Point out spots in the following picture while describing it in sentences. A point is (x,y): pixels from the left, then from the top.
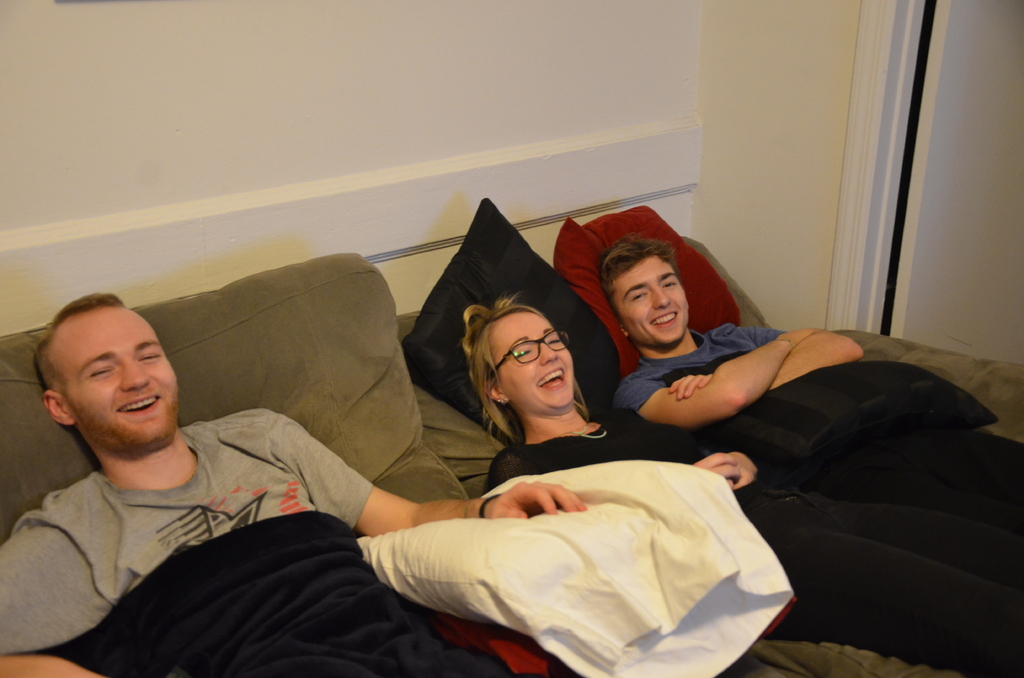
In this picture there are three people (845,338) those are lying on the sofa (403,453) they are laughing and there is a door (1005,22) at the right side of the image (991,23) and there is a pillow (722,499) at the center of the image (448,262).
